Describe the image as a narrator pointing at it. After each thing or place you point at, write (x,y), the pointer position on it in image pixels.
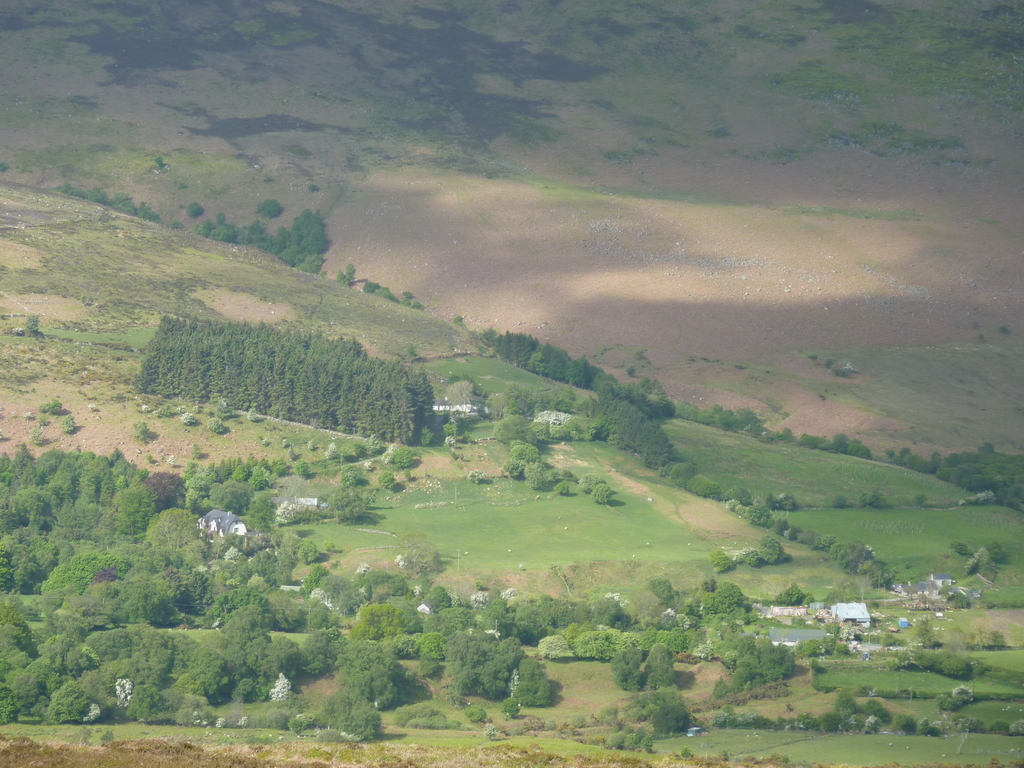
This is an aerial view of an image where we can see grasslands (466,571), trees (132,577) and houses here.
